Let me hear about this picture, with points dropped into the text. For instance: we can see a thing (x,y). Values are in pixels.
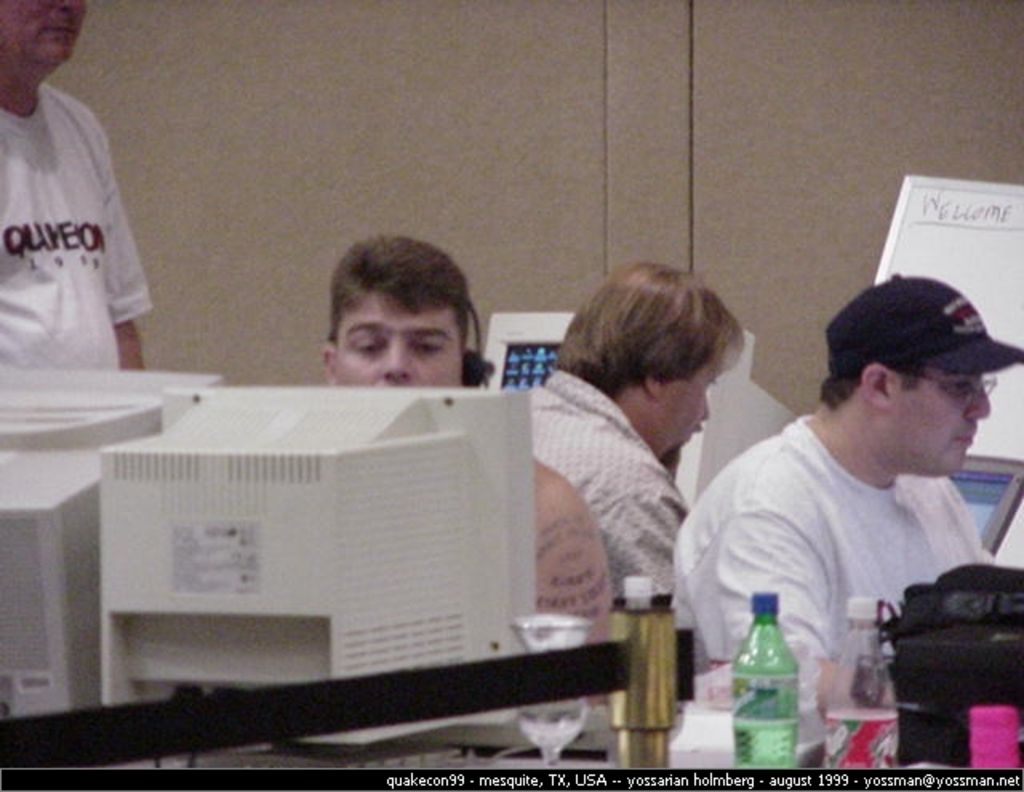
In this image there are group of persons (453,383). On left side (42,238) man (47,178) wearing a white shirt (45,163) a standing. In the center (417,338) man (426,344) is sitting on a computer (413,507) and is looking at the computer screen (383,476). At the right side (828,491) the man (887,474) wearing a black colour hat (928,360) is doing some work. In the background (599,405) the man (623,401) is sitting in front of the computer (715,436). In the background (1018,449) there is a wall (539,86), white colour board (926,216) with welcome written on it. In the front (974,618) there is a black colour bag (978,633), 2 bottles (843,681).
